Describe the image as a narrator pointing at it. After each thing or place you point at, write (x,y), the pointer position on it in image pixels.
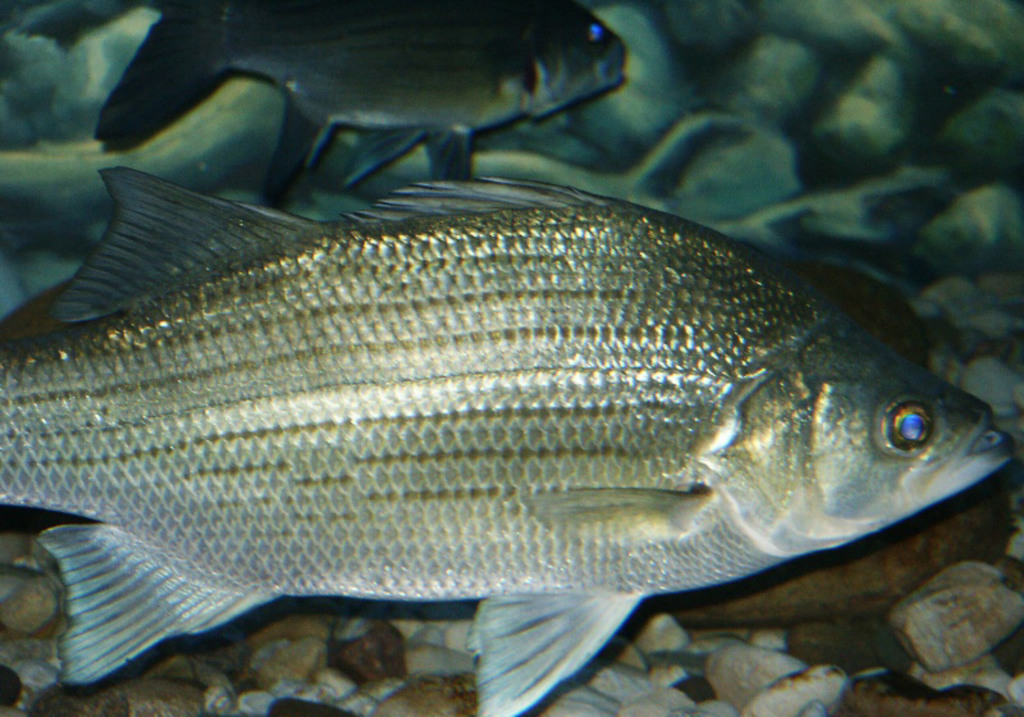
In this image there are fishes (513,467) and stones (419,651) in the aquarium (691,379).
